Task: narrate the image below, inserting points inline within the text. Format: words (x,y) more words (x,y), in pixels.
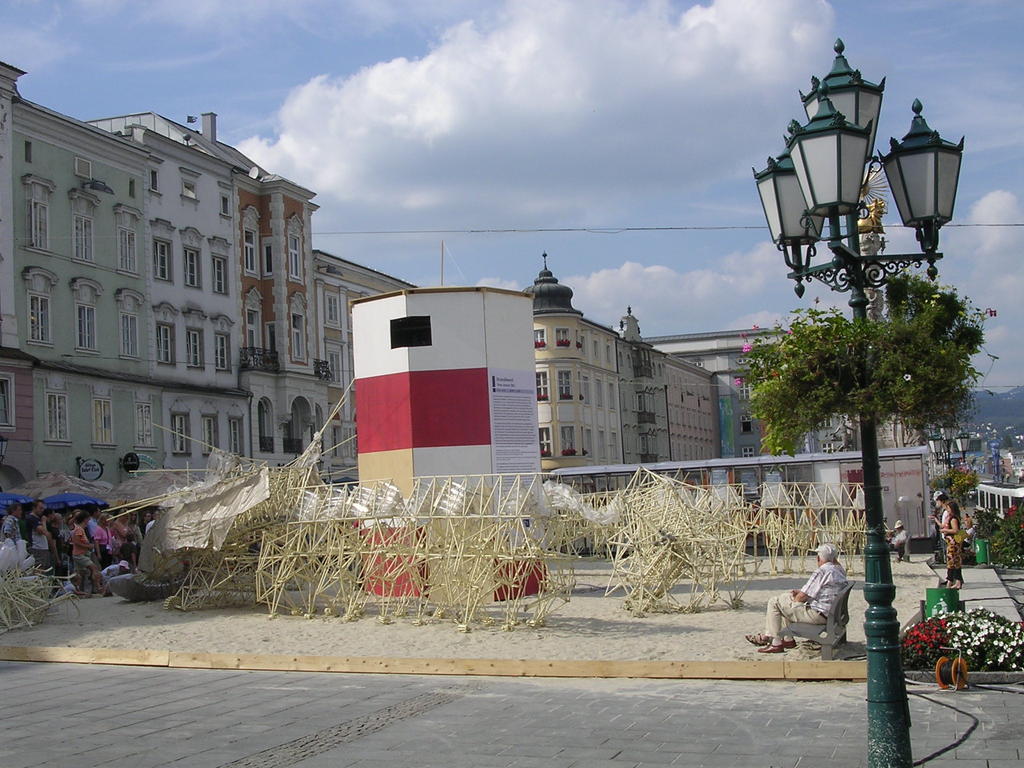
These are the buildings (317,319) with the windows (645,403). I can see two people (823,581) sitting on the bench (824,632). These are the lamps (937,196) attached to a pole (865,612). I can see groups of people (80,559) standing. These are the objects (451,545), which are made with the wooden sticks (295,556). I can see a tree (958,398). These are the plants (964,647) with the flowers (979,640). I can see the dustbins (945,601).
